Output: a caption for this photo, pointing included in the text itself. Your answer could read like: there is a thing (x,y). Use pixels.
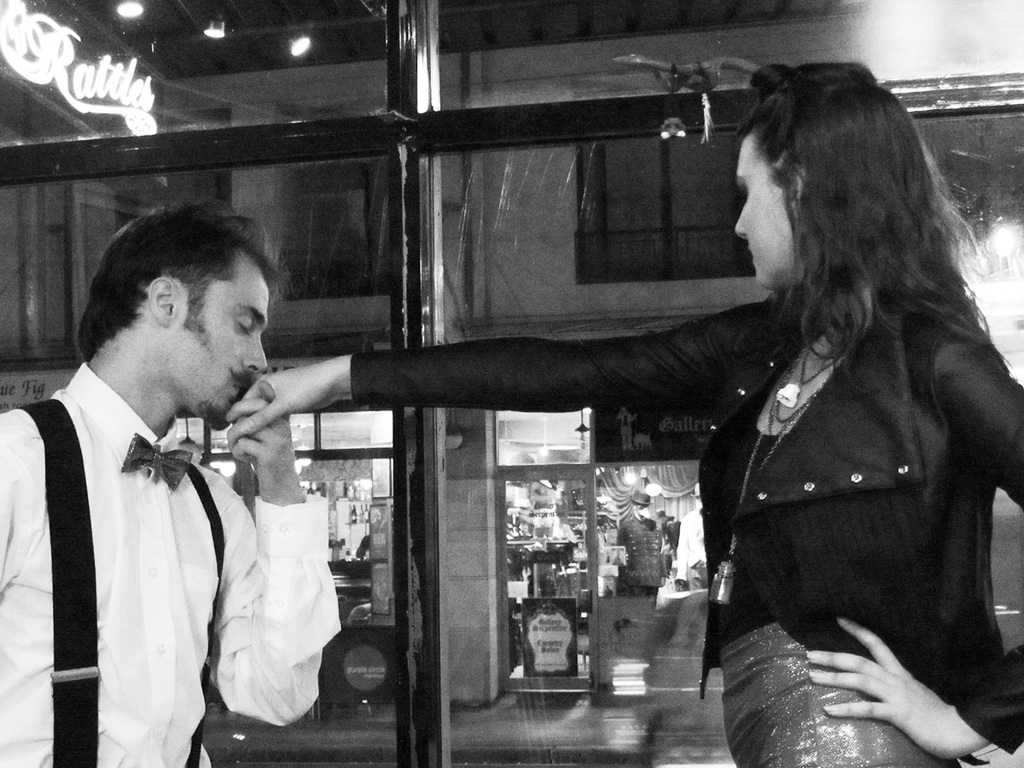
This is a black and white picture, in this image we can see two persons (180,360), among them, one person (240,525) is kissing the other person's hand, in the background (220,169), we can see a building (14,167), there are some windows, lights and boards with some text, inside the building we can see some objects (638,567).
